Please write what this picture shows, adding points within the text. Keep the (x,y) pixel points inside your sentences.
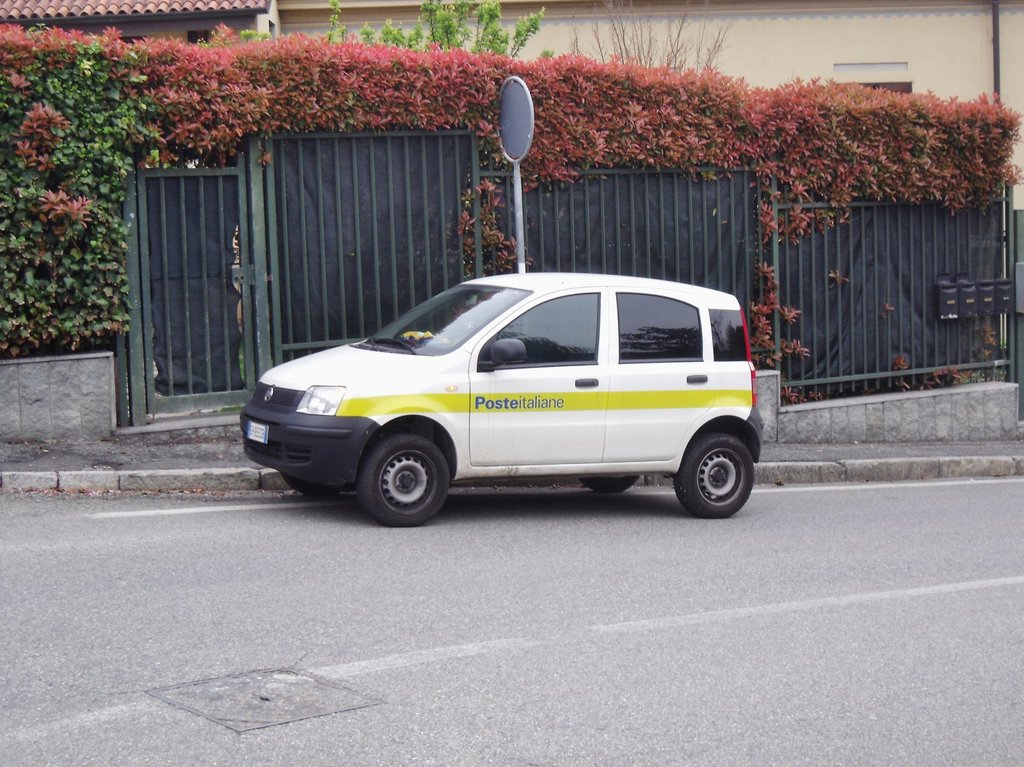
This picture contains a white car (466,391) which is parked on the road (555,527). Beside that, we see a caution board (517,127). Beside that, we see an iron railing (443,222) and trees (684,85). In the background (740,2), there are buildings (369,9). At the bottom of the picture (423,607), we see the road (491,693).
